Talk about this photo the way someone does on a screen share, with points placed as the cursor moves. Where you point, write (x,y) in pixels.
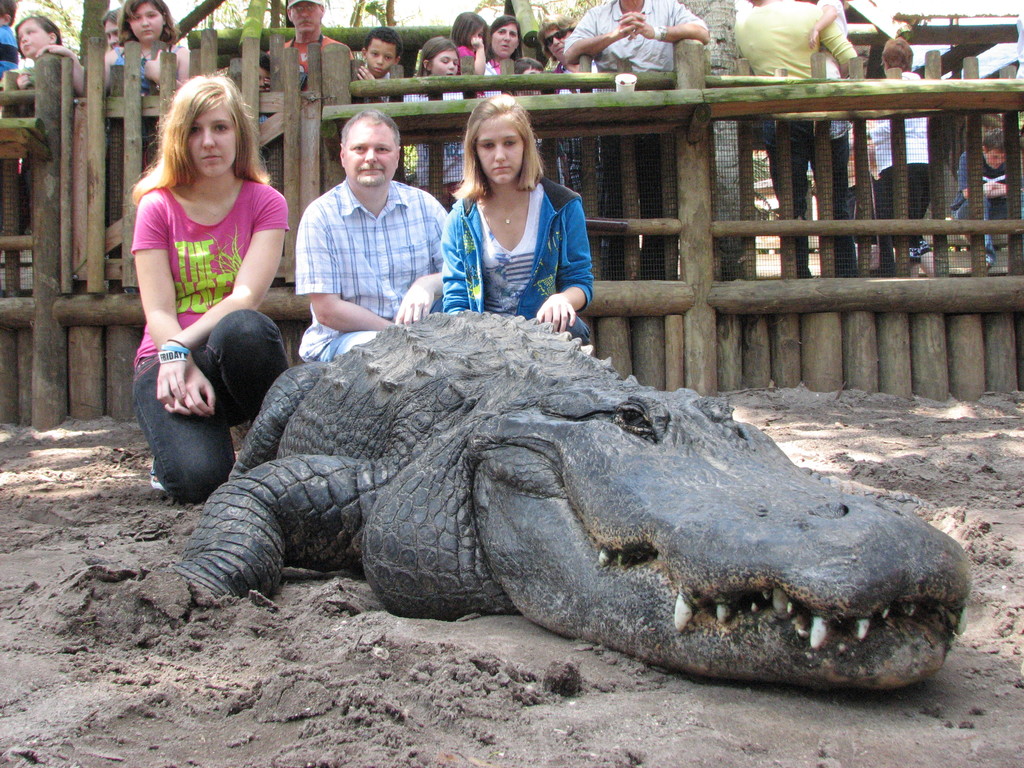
In this picture we can see there are three persons (315,282) and an alligator (564,570). Behind the three persons (190,223), there is a wooden fence (683,235) and a group of people (677,39).
